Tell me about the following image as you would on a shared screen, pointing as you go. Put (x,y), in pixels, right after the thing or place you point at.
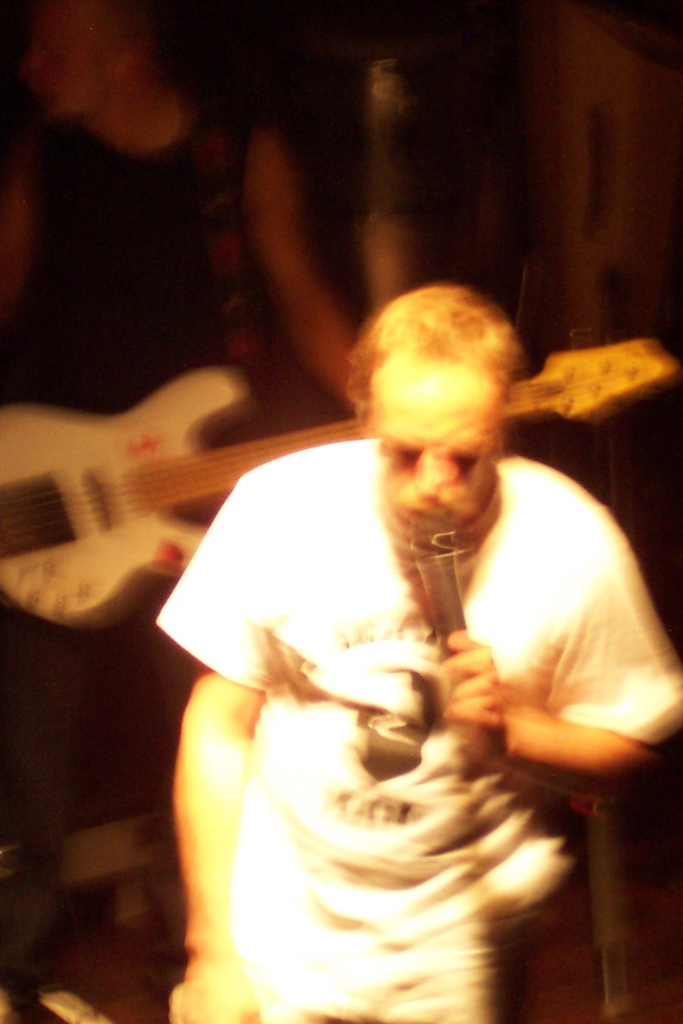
One person (337,756) wearing a white dress (366,753) is holding a mic (455,613) and talking. Behind him another person (152,277) wearing black dress (129,322) is holding a guitar (140,504).
